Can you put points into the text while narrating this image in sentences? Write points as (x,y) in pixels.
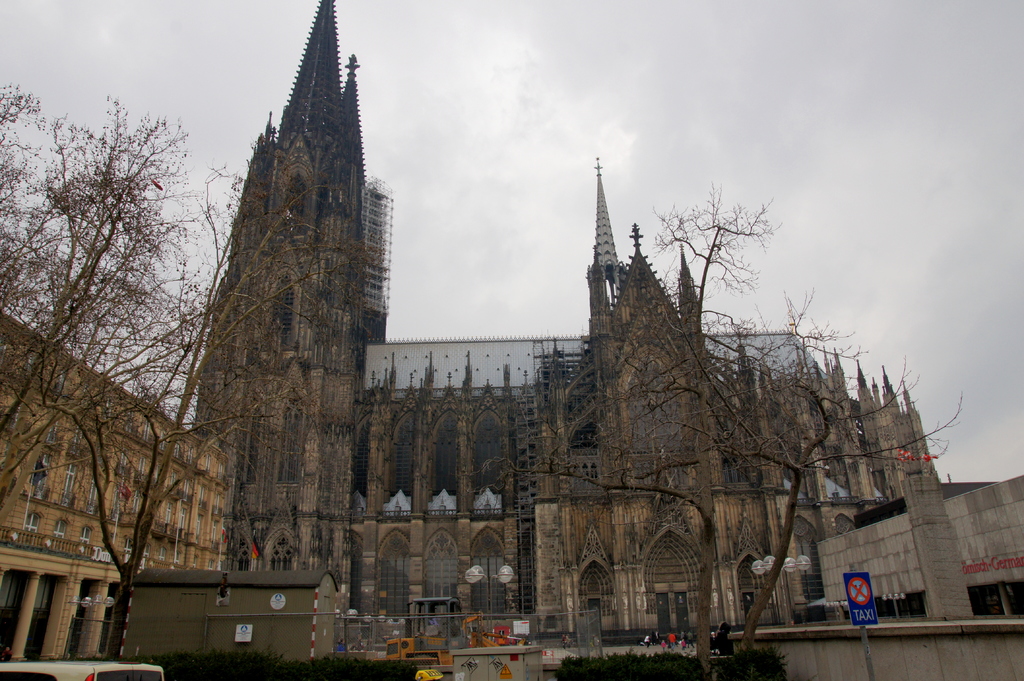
In this image we can see a big church (476,373) and a building (79,482). There are many trees (705,382) in the image. There is a vehicle (70,672) at the left bottom most of the image (92,662). There is a sign board (867,607) at the right bottom most of the image (853,621).
